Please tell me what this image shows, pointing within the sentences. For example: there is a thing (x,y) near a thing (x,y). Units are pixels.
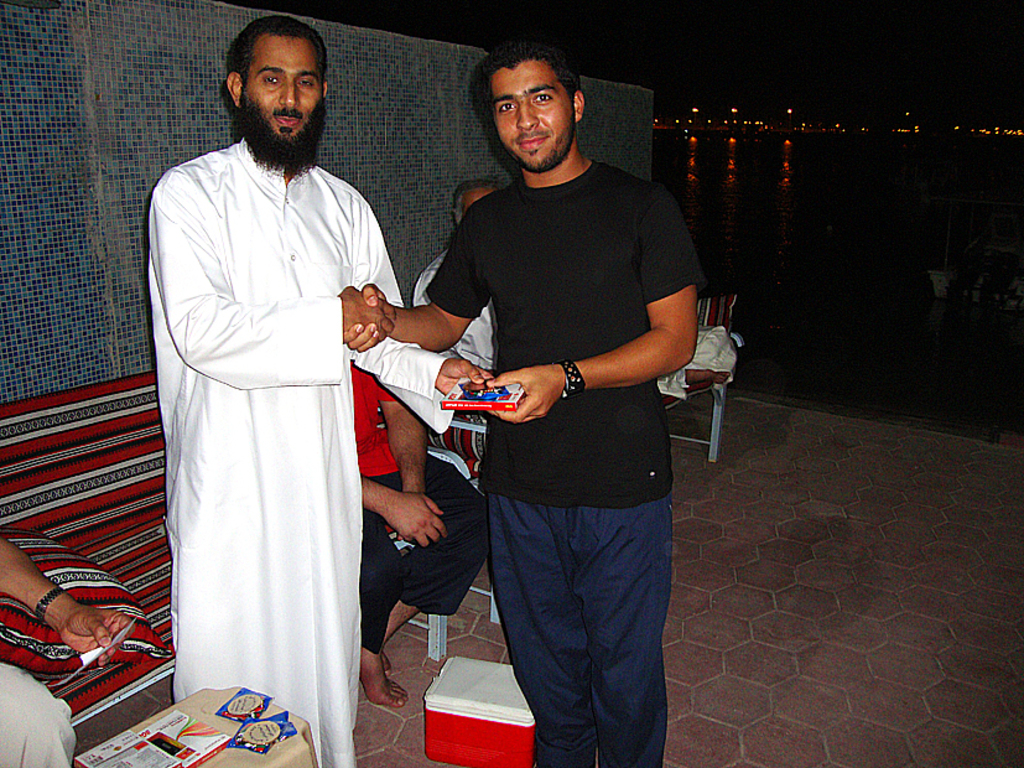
In this picture there are two persons (445,424) standing and holding an object (483,395) with one of their hand (456,382) and shaking their hands (383,333) with another hand (395,329) and there are two persons (367,424) sitting behind them and there is a person (39,696) sitting in the left corner (47,701) and there are few objects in front of him and there is water (826,155) and lights (771,128) in the background (766,146).
